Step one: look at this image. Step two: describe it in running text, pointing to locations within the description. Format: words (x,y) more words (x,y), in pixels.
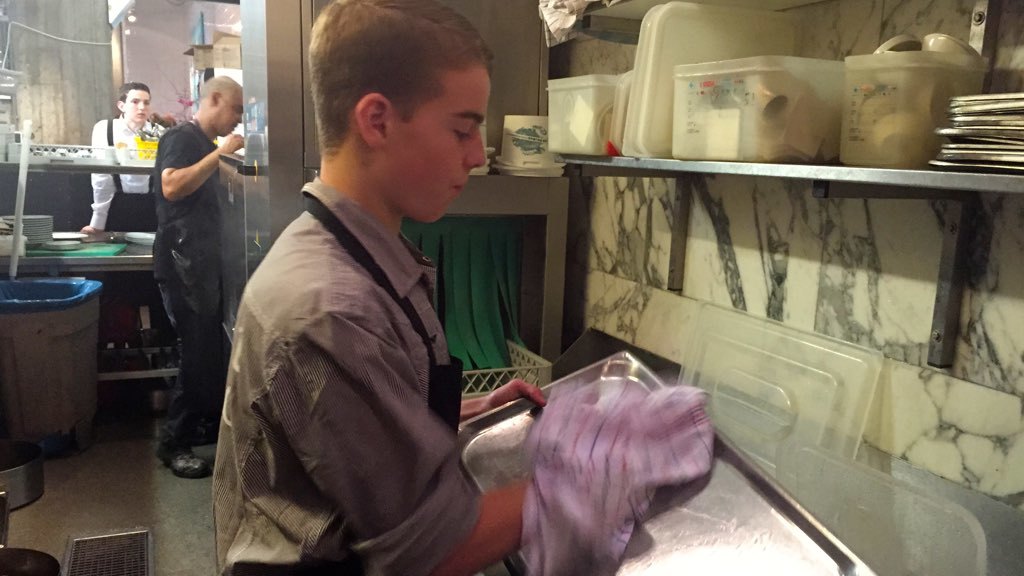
In this image I see 3 persons (228,568) in which one of them is holding a plate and a cloth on his other hand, I can also see there is a rack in which there are many boxes (833,59) and utensils (1009,97). In the background (911,208) I see the wall plates (866,206) over here and there is a big box (57,427) too.
